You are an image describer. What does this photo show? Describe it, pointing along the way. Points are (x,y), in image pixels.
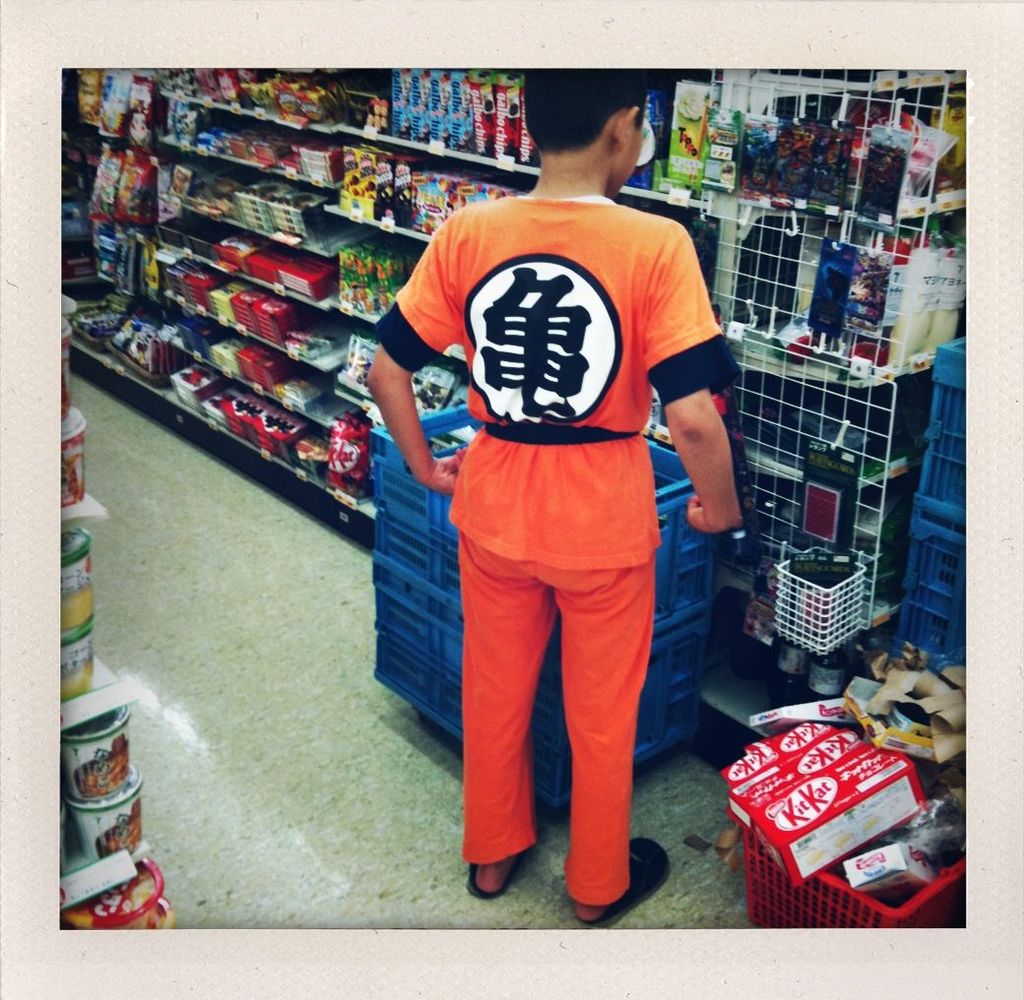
In this picture we can see a person (570,860) standing on the floor (308,687), baskets (655,727) and in the background (244,127) we can see some objects (227,189) in racks (229,369).
